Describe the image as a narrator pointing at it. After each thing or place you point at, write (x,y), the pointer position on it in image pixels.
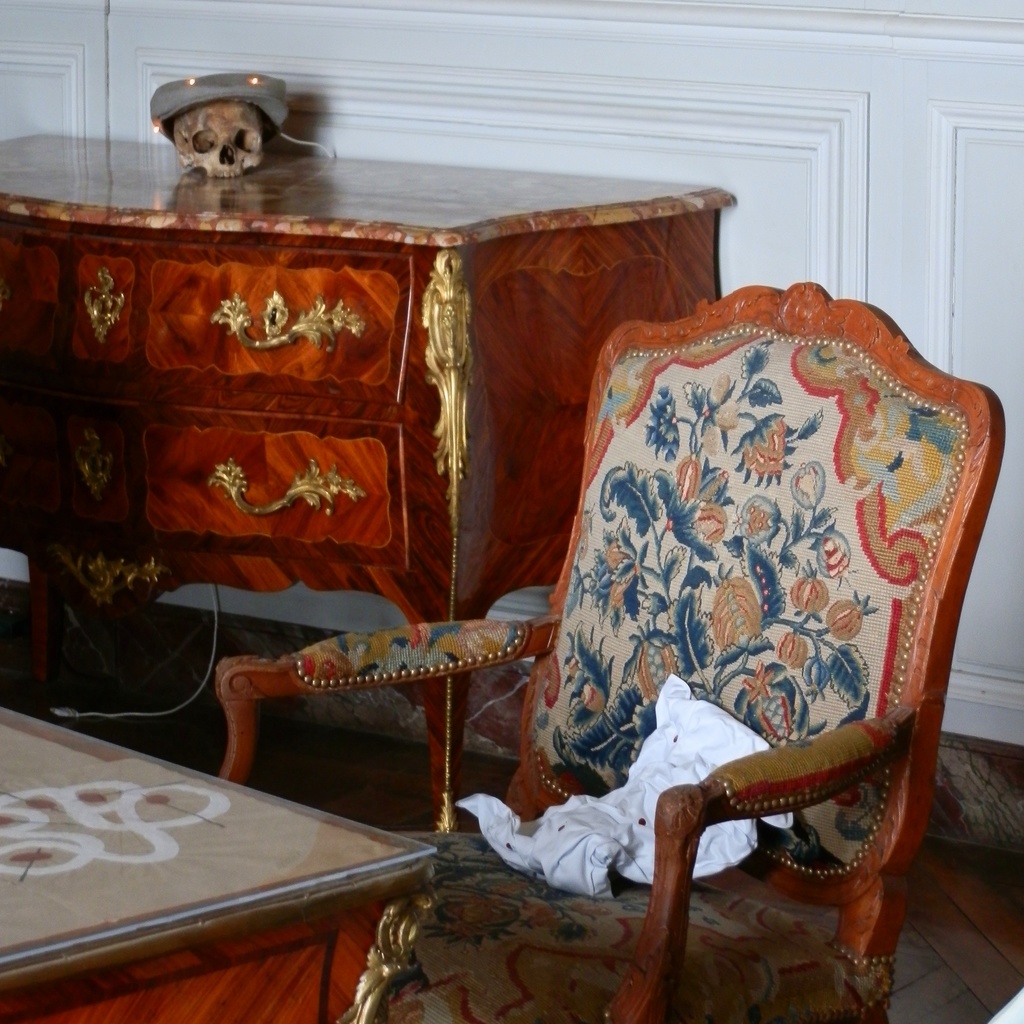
This is the chair (631,600) with white cloth (594,850) in it. This is the table (155,853). This looks like a desk (179,323) with drawers (187,426). This is the skull (183,139) which is placed on the desk (470,206) and the background (438,76) looks white in color.
